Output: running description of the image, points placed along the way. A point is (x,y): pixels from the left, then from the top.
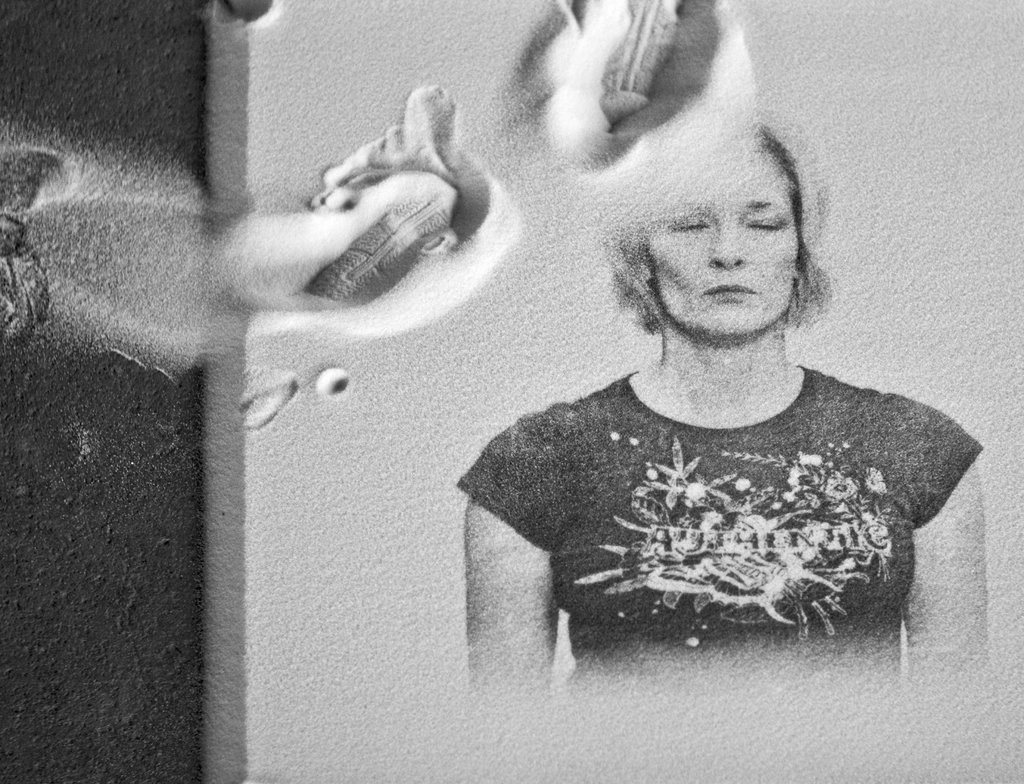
This is the picture of a sand art (738,348) where we can see a woman (738,516) wearing a t-shirt (724,452).
